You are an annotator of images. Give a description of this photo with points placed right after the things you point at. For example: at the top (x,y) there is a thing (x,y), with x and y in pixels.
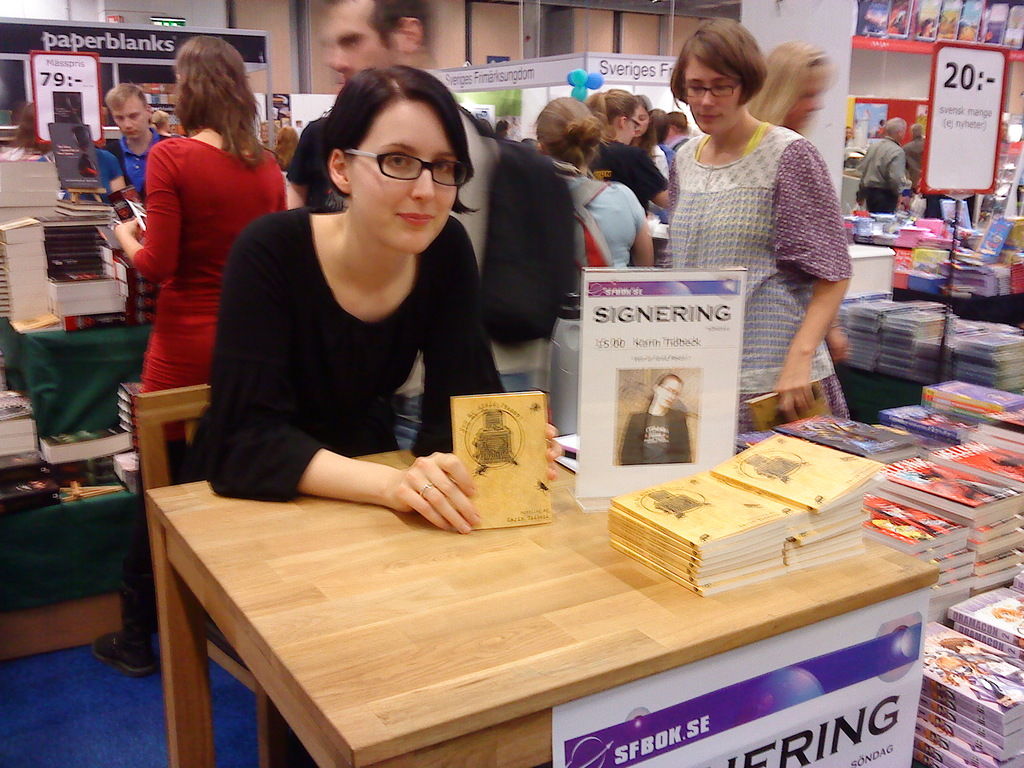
In this image I can see there are group of people (388,195), among them a woman (382,355) who is wearing a black dress (318,368) is sitting on a chair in front of the table (525,617). On the table (652,610) we have couple of books (836,554) on it. On the right side (951,152) we can see there is a board (973,120) and a shelf (872,45) with some products (871,32) in it.
